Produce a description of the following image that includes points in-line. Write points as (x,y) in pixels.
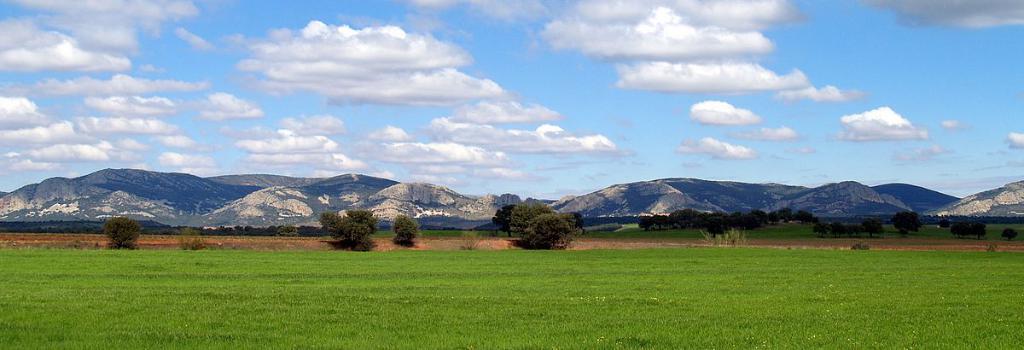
In this image there is a grass fields (444,277), tree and mountains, also there are clouds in the sky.
